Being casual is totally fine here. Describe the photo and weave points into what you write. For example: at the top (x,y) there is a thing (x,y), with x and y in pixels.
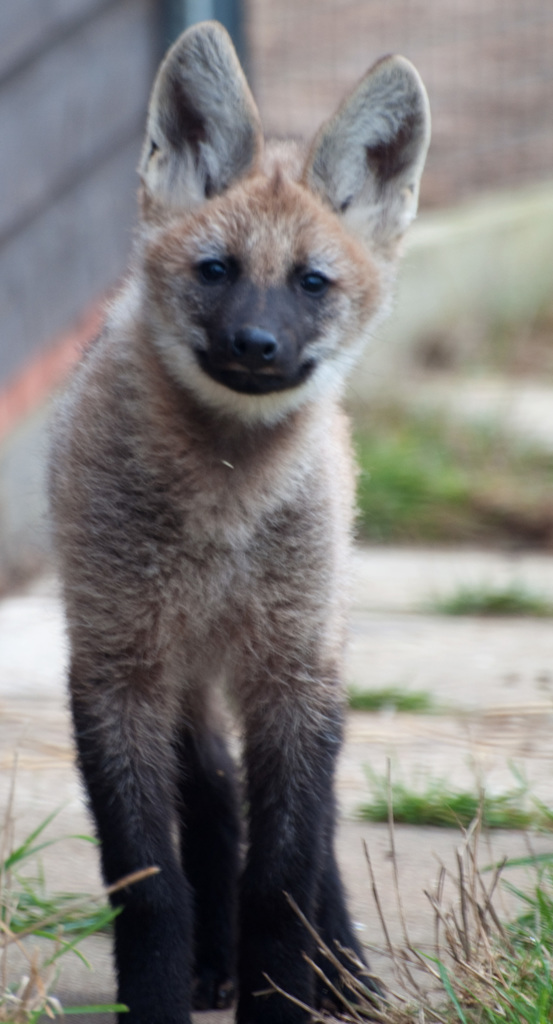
In this image, we can see maned wolf (219,549) standing on the path (363,903). At the bottom of the image (11,1006), we can see grass (459,996). In the background (35,22), there is a blur view. Here we can see mesh (520,108), wall (22,358) and grass (421,511).
